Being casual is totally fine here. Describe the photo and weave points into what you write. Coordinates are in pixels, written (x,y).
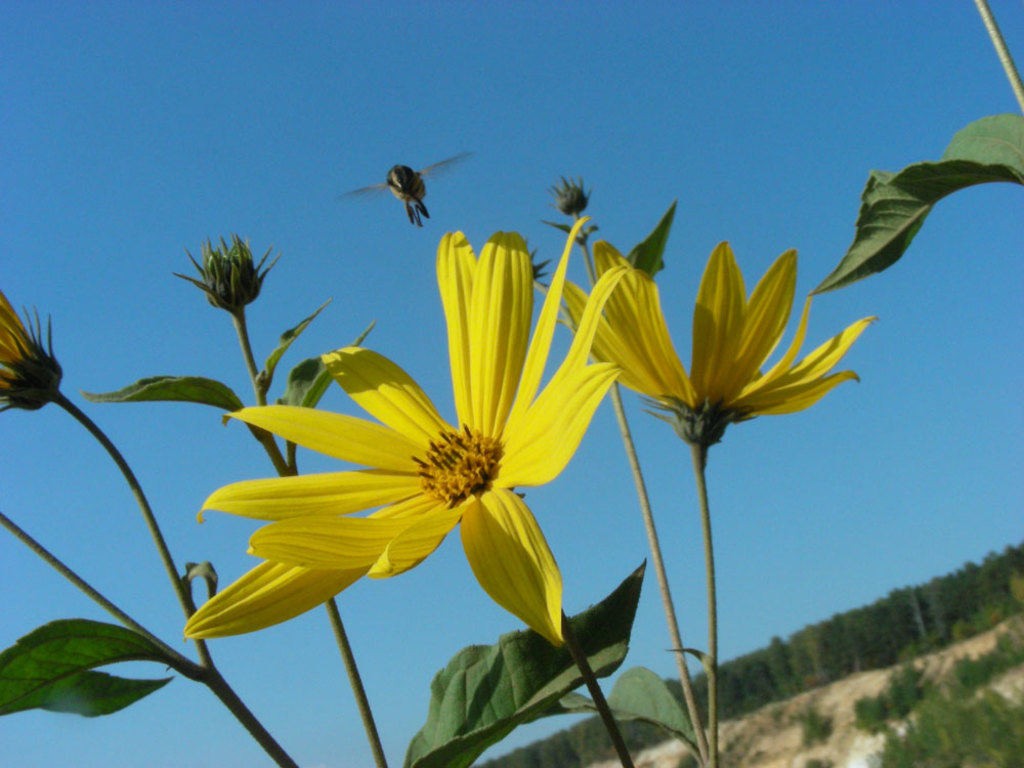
In this image there are some plants (605,722) with yellow flowers (520,265), bee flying in the air (421,268) and some trees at the back (566,733).
